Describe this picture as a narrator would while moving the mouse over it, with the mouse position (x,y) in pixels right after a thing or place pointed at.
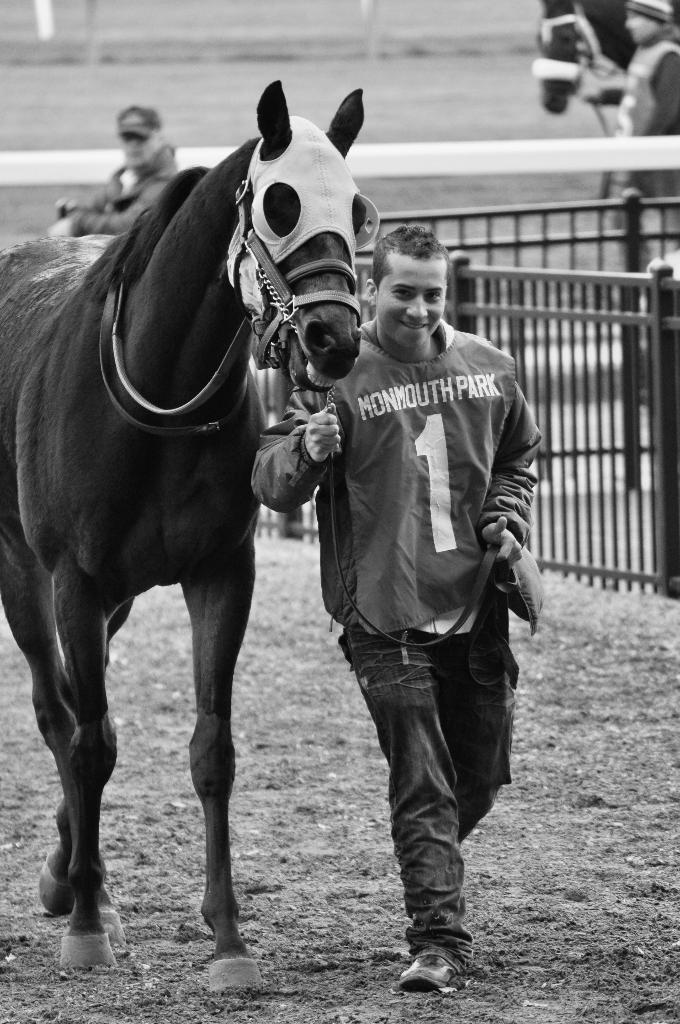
In this image i can see a person (402,496) holding the leash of a horse (251,428) and at the background of the image (365,287) there is a fencing (544,239), a man (156,177) and a horse (561,53).
